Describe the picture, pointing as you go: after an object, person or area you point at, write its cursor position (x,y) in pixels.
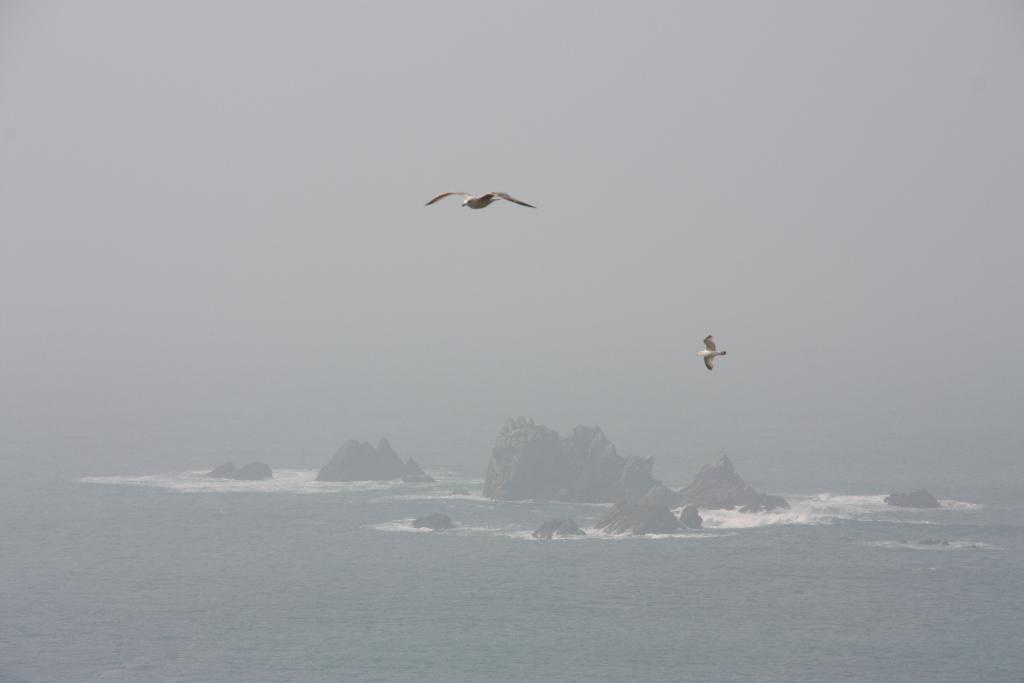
In the picture we can see water (416,631) and far away from it, we can see some rock hills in the water (597,621) and two birds (504,191) are flying in the air (447,203), which are white in color and behind it we can see a sky (688,282).
